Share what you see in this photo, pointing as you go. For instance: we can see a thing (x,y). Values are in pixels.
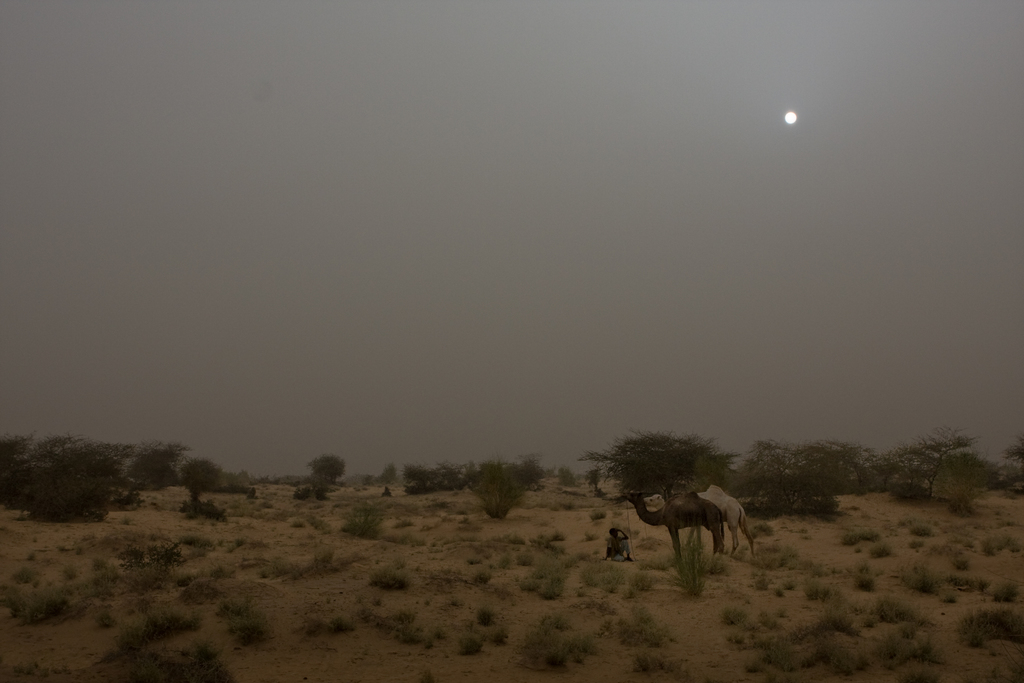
In this image we can see camels (728,506), there is a person (628,540), there are trees (741,479), plants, also we can see the moon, and the sky (478,117).
